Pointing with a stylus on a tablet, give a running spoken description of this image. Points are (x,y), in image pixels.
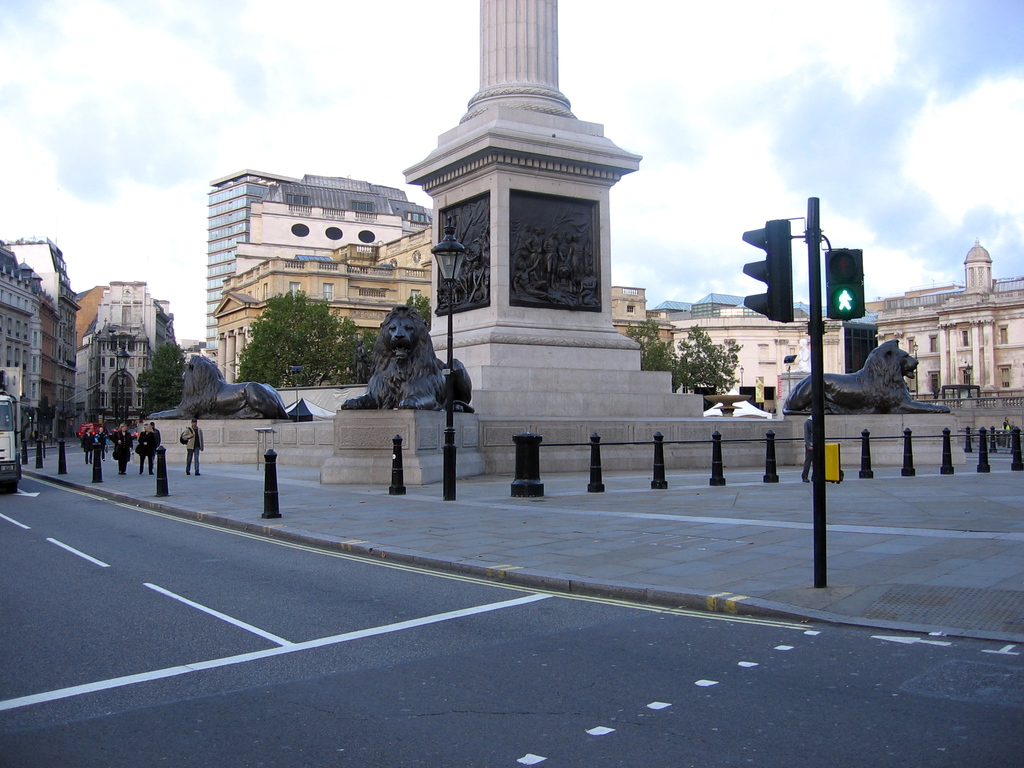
As we can see in the image there are buildings (373,312), trees (725,349), statues (384,365), traffic signals (779,285), few people (197,449) walking here and there, street lamp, vehicle (2,417), sky (310,82) and clouds (807,70).
